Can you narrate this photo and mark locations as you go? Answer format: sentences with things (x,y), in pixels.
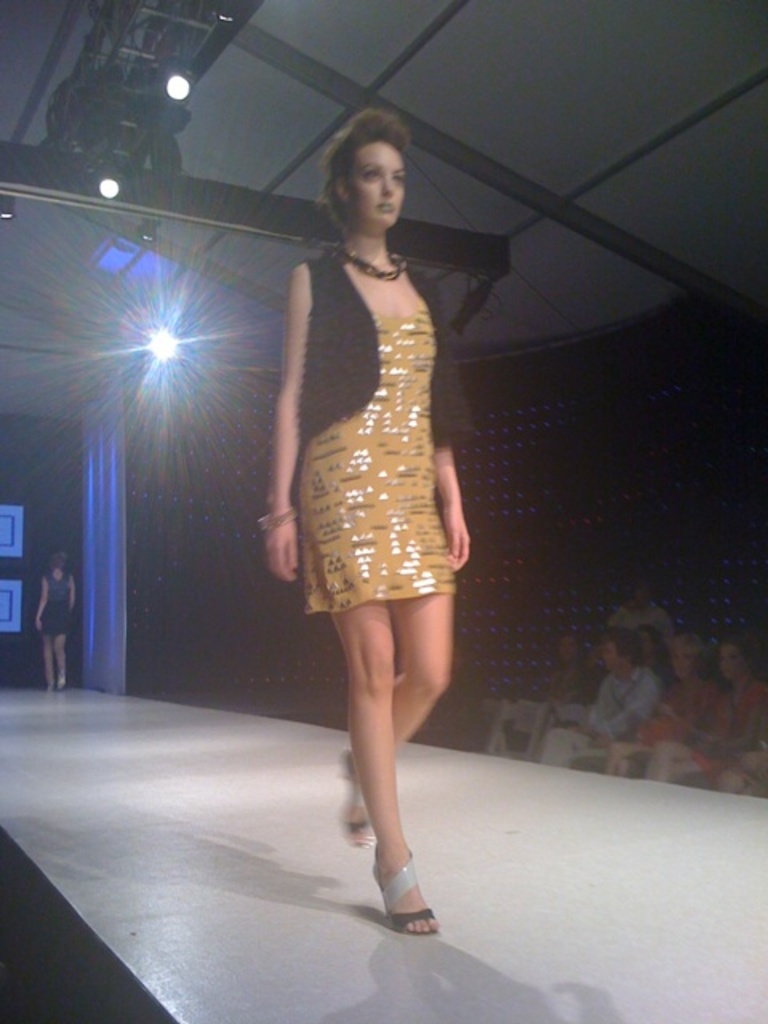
In this picture we can see a woman (315,587) walking on the stage (342,923) and in the background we can see lights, people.
